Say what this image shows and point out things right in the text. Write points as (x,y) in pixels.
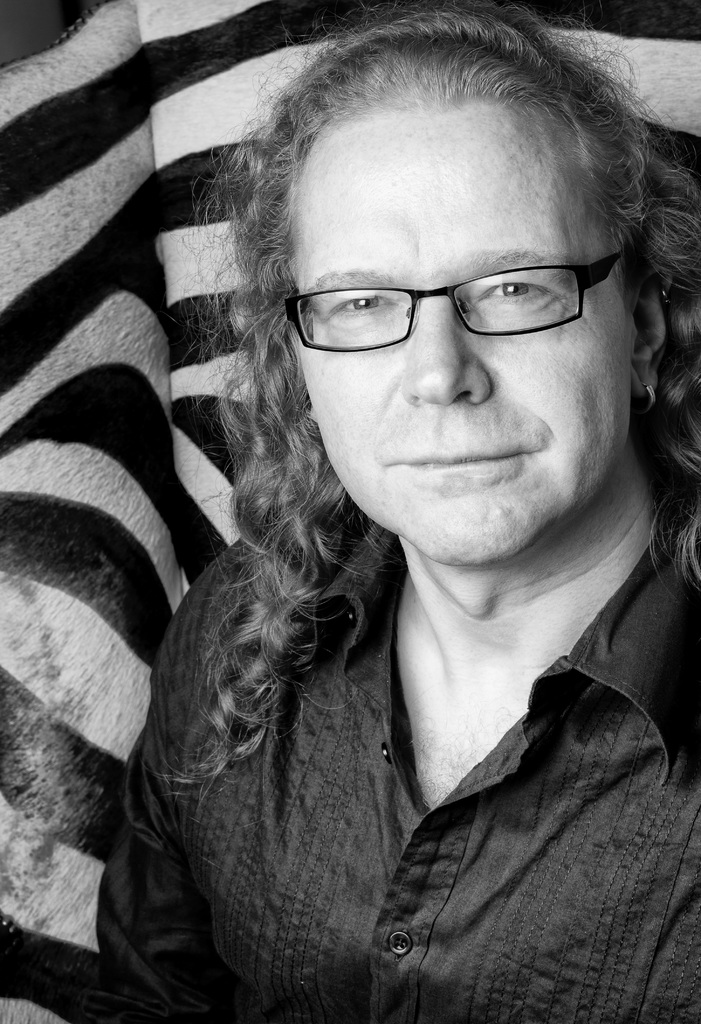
In this image we can see one person (424,631) with spectacles (528,274) sitting on a white and black color sofa chair (4,653).
